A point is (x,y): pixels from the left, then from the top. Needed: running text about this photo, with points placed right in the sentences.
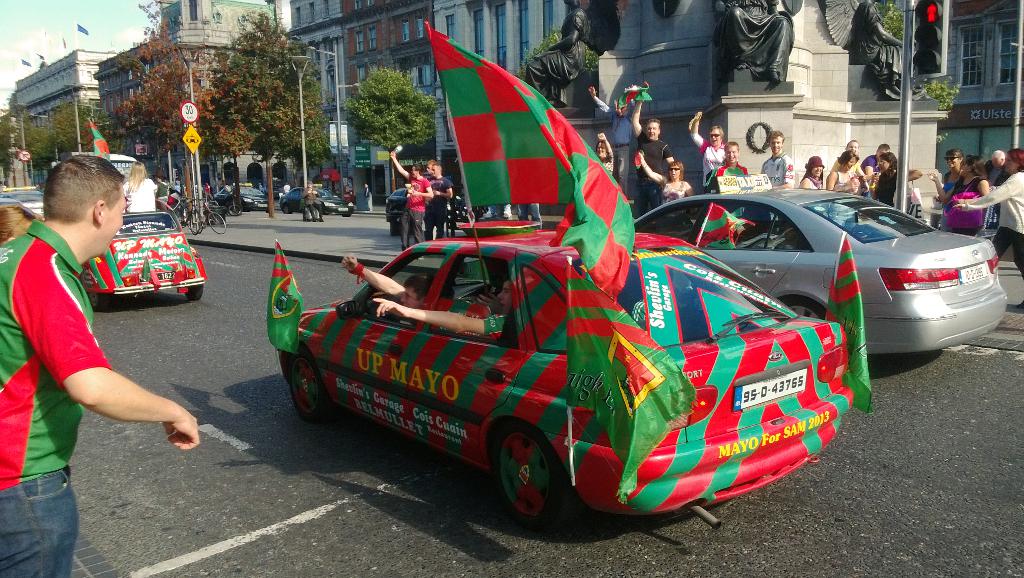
In the image we can see there are people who are sitting in a car (391,361) and holding flag (463,113) in their hand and on the other side there are buildings (82,92) and trees (301,164).
